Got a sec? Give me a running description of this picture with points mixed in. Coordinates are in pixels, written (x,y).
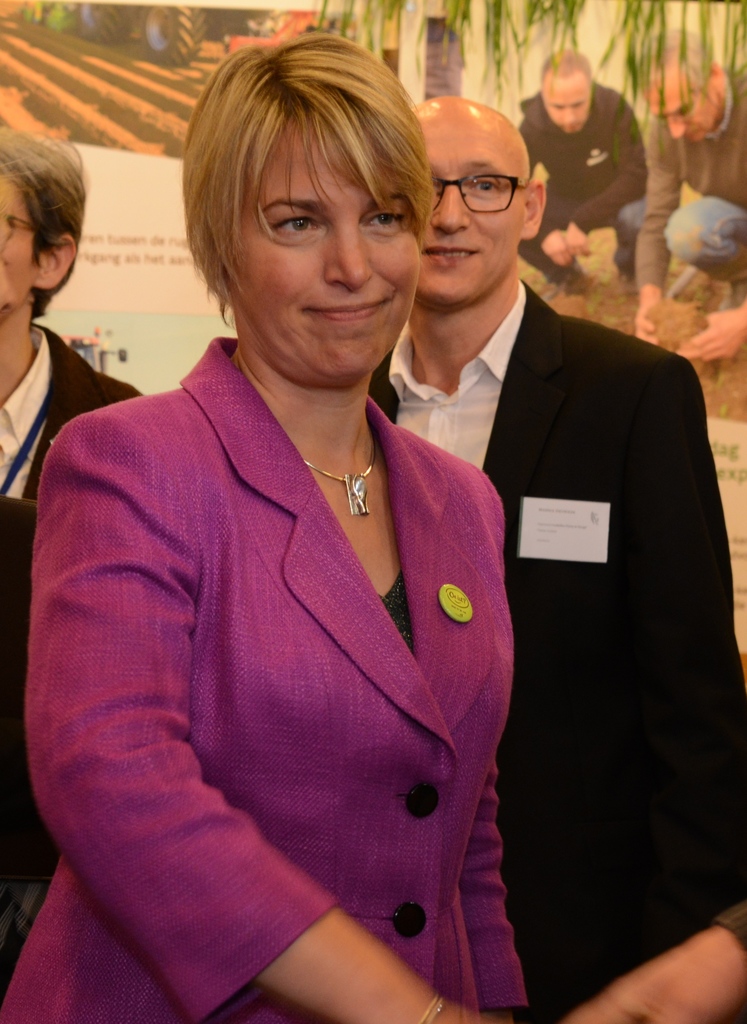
In the middle of this image (270,503), there is a woman (257,450) in a pink color suit (202,458), smiling. On the right side (698,963), there is a hand (701,942) of a person (672,999). In the background (517,250), there are two persons (515,284) in suits (531,300), standing and there is a banner (175,90).
